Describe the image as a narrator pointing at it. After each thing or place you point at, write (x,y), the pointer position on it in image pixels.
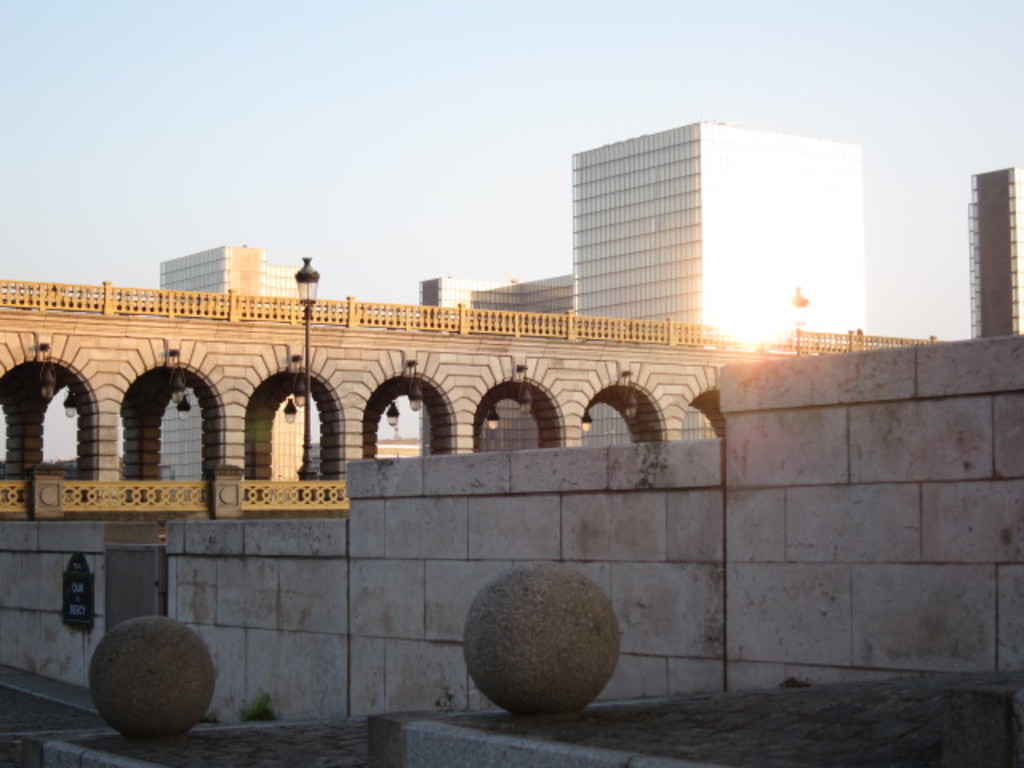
In this image there is a wall (419,563) in the bottom of this image (549,535) and there is a bridge (123,380) in the middle of this image (534,377). There are some buildings (639,308) in the background (742,317). There is a sky (406,137) on the top of this image (380,144). There are some objects (196,674) kept as we can see in the bottom of this image (154,673).
